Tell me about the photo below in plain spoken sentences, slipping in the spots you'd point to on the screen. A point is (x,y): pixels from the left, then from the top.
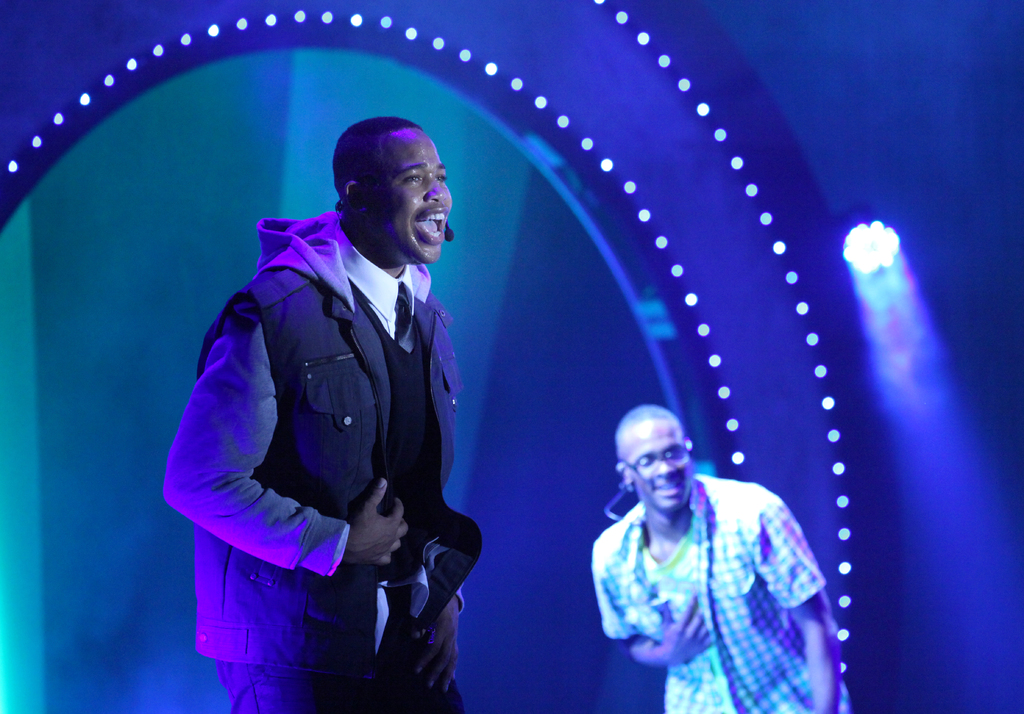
In this image we can see a man (347,520) standing, next to him there is another man (666,551). In the background (894,243) there are lights (882,252).
